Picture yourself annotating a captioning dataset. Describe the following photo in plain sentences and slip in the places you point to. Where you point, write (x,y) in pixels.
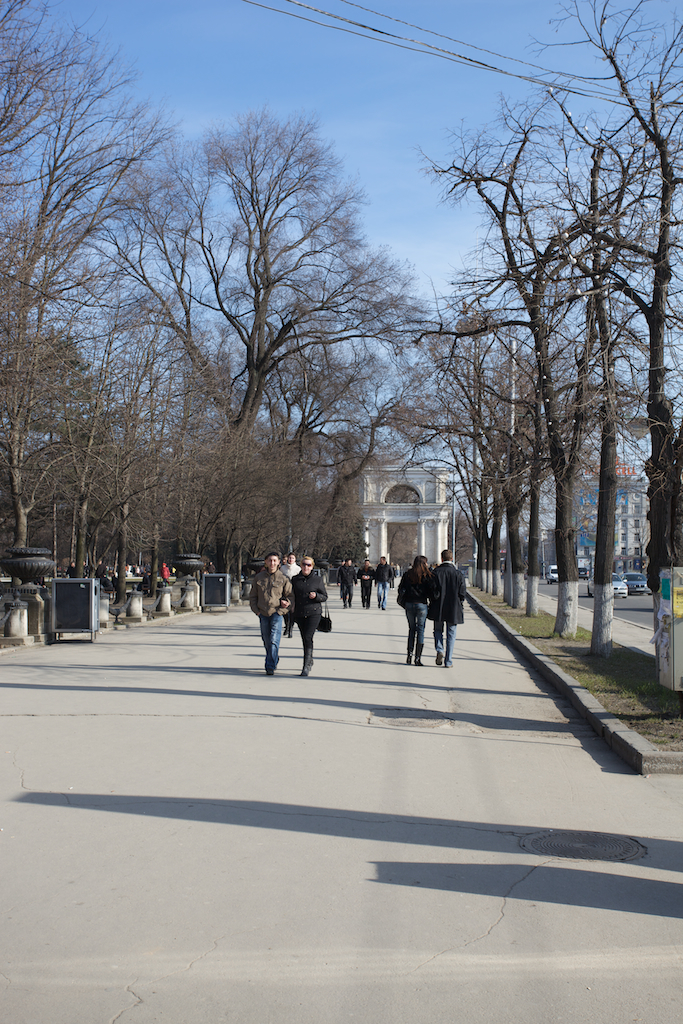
In this image there is a road (285,676) on which there are few people (367,571) walking on it. There are trees (309,481) on either side of the road (350,719). In the middle (407,522) it seems like an arch (401,510). In the background (618,514) there are buildings (637,508). On the right side (645,594) there is another road (637,616) on which there are vehicles (633,588). At the top (366,168) there is the sky (369,146).
